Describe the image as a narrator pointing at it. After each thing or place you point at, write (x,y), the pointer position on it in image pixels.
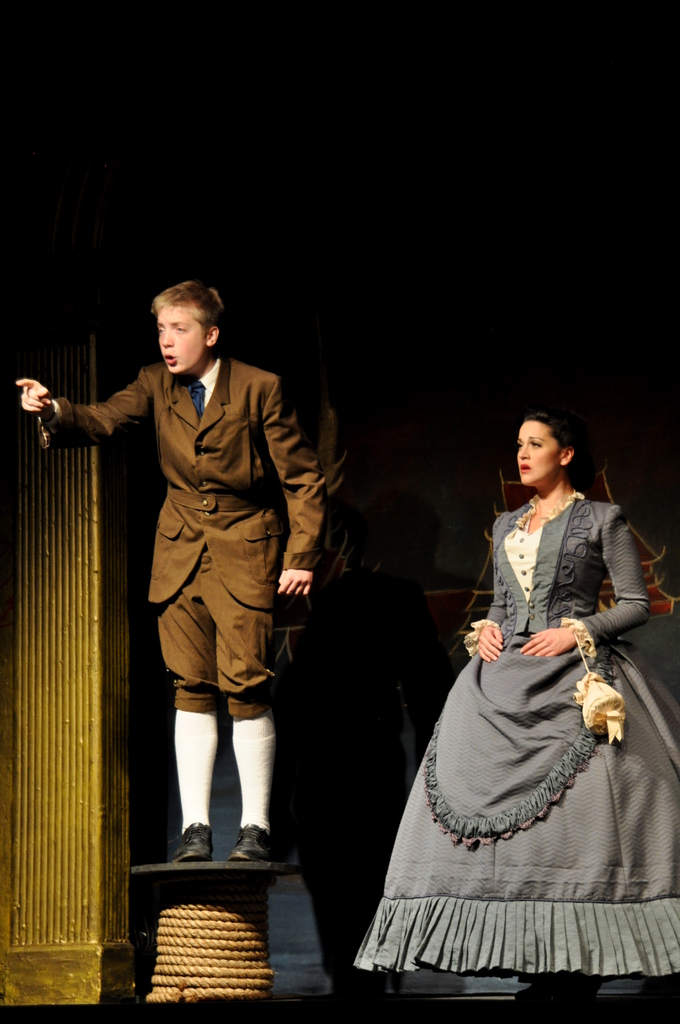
In this image I can see a woman (564,559) and man (191,345). Man (194,391) is standing on the table (228,866), to that table (237,866) there is a rope (224,924). In the background of the image (45,283) I can see objects (57,739) and it is dark. Near that woman (597,795) I can see a pouch (615,730).
